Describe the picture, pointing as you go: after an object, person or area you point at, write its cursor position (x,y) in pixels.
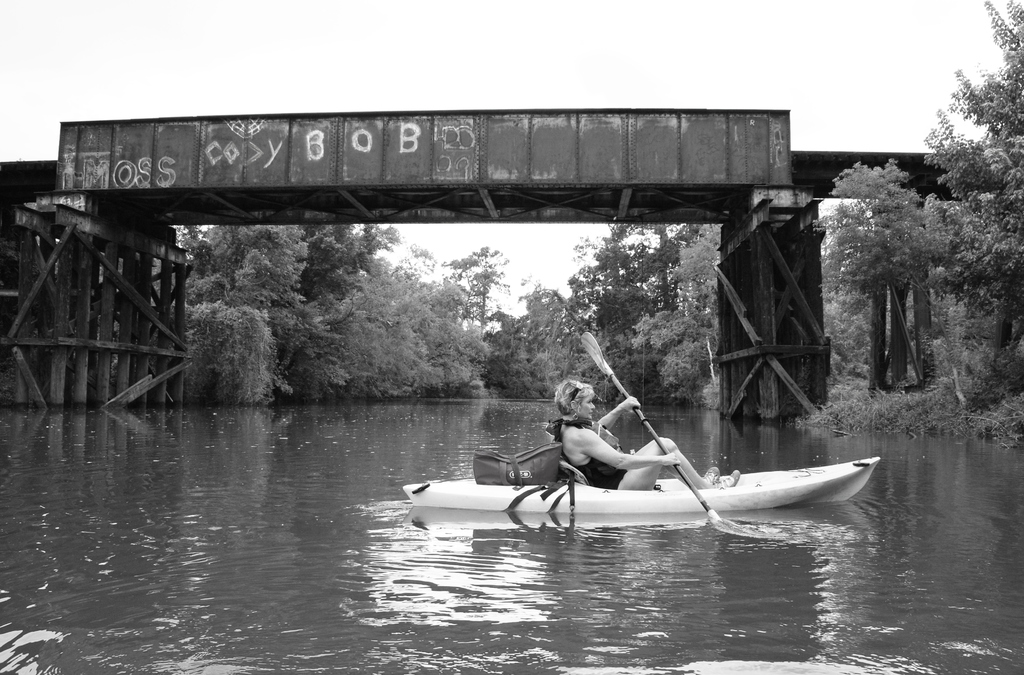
In the image we can see there is a woman (599,454) sitting on the boat (463,496) and she is holding paddle (676,466) in her hand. The boat (529,498) is in the water (455,513) and there is a bridge (387,167). Behind there are lot of trees (350,354) and there is a clear sky (570,85).
